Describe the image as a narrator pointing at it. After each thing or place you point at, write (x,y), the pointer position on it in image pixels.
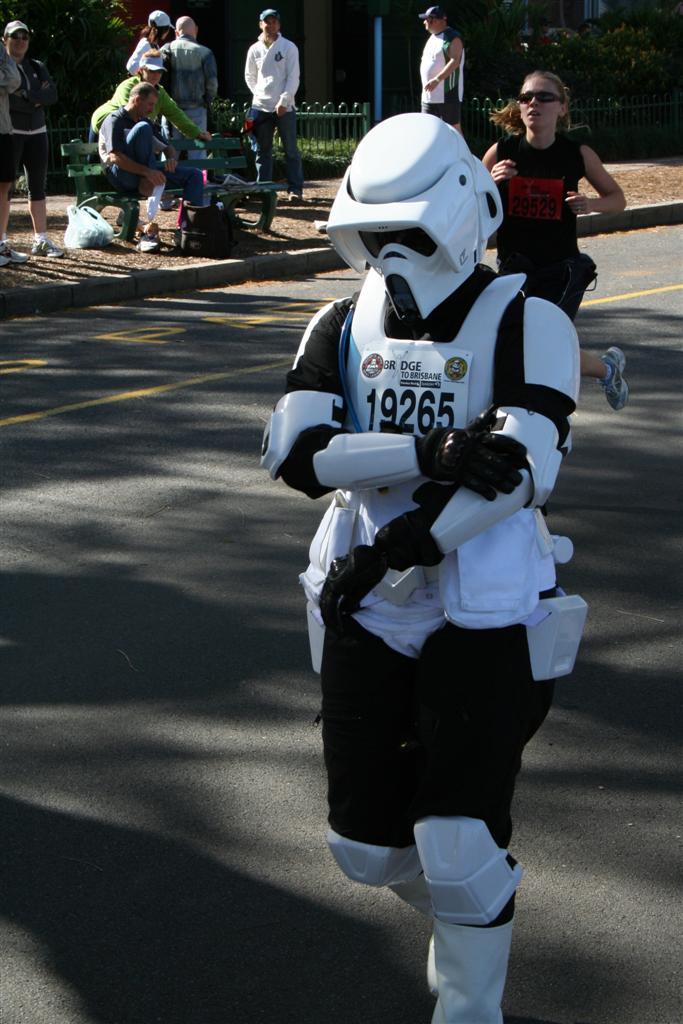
In this image, we can see a person (448,603) is robot costume (409,669). On the right side (503,257), a woman (540,244) is running on the road (122,760). Top of the image (31,194), we can see a group of people (271,171). Here we can see railing (332,131), planter (339,153), bench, few objects (180,222).
